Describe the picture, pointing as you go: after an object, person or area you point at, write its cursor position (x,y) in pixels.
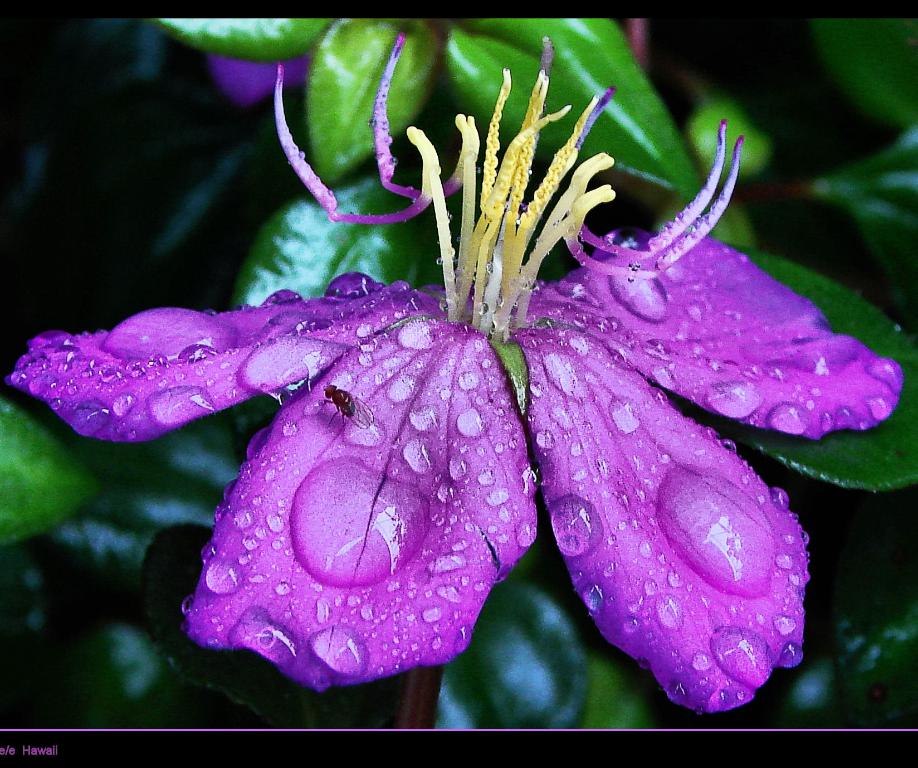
In the picture I can see the flower (423,161) and green leaves (364,137). I can see an insect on the petal (296,423) of the flower (329,421).
